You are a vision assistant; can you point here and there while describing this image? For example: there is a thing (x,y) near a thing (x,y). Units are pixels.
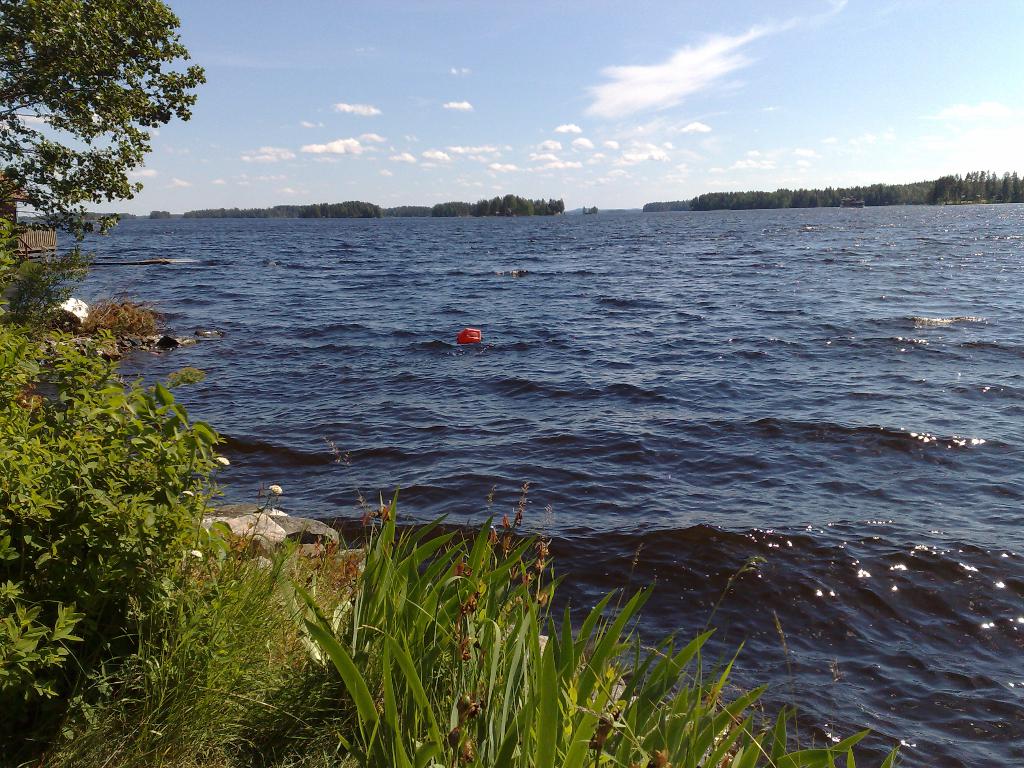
In this image on the left side (63,363) we can see plants (143,409) with flowers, grass (194,569), tree (31,70) and stones (272,549) are at the water (394,368) and there is an object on the water (993,208). In the background (435,189) there are trees (528,205) and clouds (713,71) in the sky (848,82).
